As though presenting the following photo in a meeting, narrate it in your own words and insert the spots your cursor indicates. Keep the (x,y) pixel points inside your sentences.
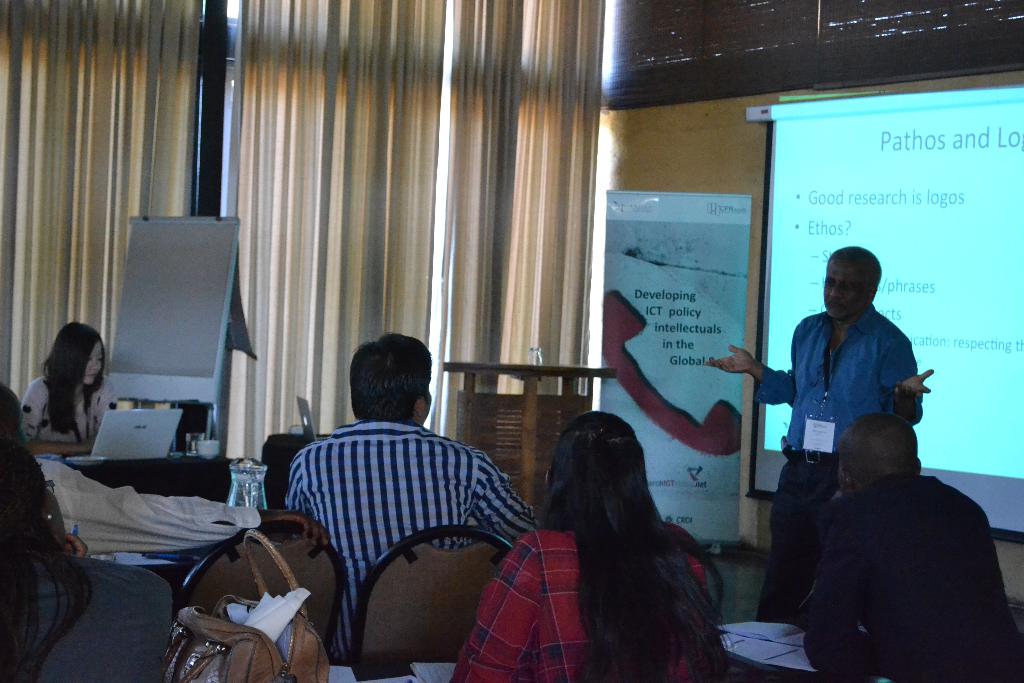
In this picture we can see some people (140,598) sitting on chairs (464,527), bag (312,634), papers (781,633), tables (190,478), laptops (107,441), board (150,315), banner (679,270), screen (865,170), curtains (489,81) and a man (781,560) standing and some objects (523,481).
